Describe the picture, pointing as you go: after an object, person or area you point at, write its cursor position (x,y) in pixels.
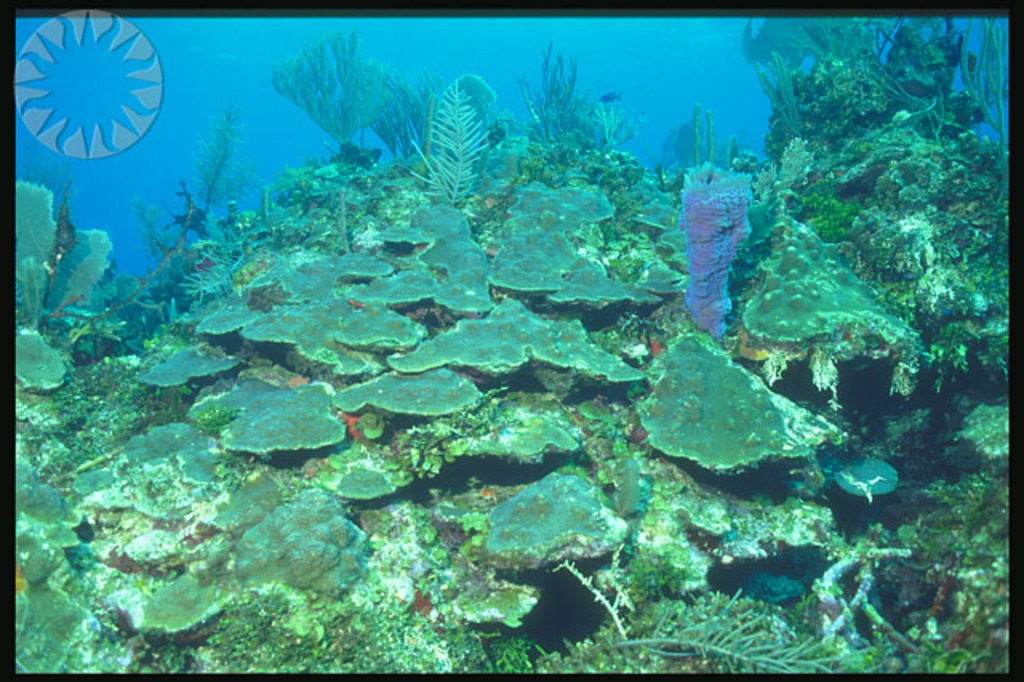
In this image there are plants (980,224) in the water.
